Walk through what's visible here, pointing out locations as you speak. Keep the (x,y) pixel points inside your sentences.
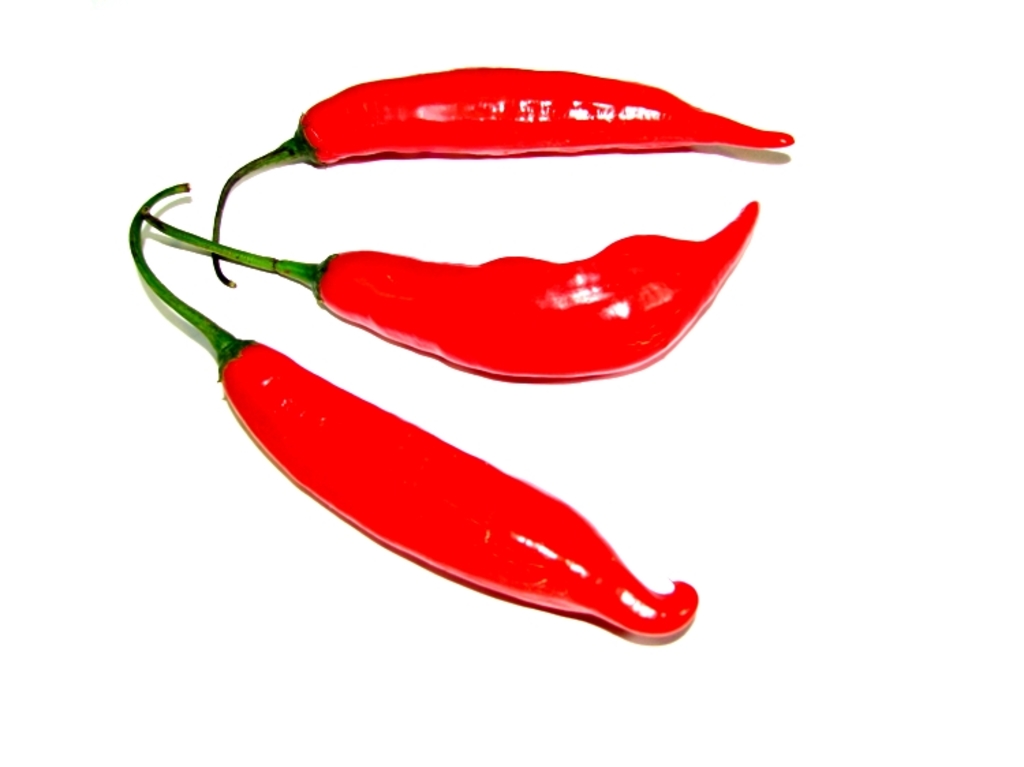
In this image we can see few red chilies (578,95). There is a white background (672,721) in the image.
